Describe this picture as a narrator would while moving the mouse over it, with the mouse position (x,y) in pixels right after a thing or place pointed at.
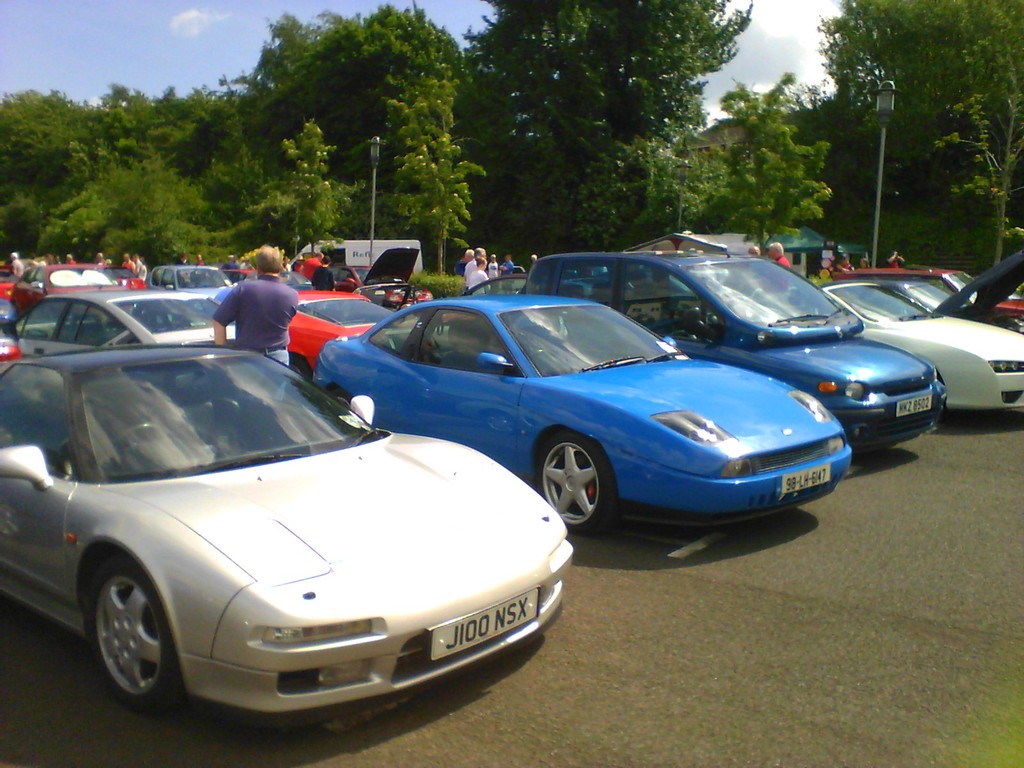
In the center of the image (634,466) we can see cars (424,417) on the road (871,503) and there are people (223,313) standing. In the background (487,224) there are trees (582,179), poles (880,159) and sky (208,69).
